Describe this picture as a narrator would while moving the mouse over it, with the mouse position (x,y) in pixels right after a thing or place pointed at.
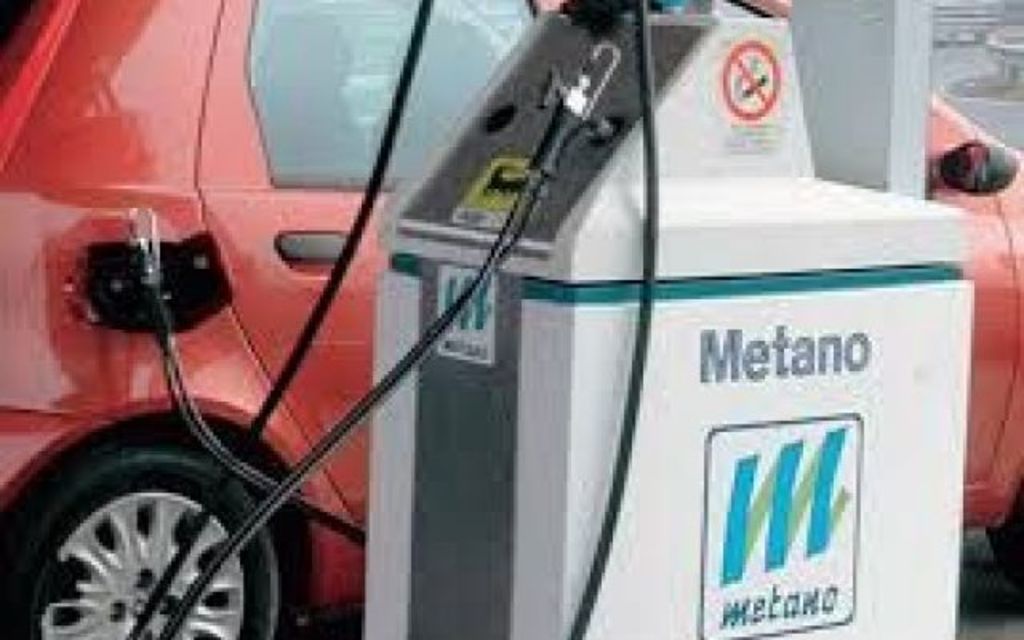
In this image there is a petrol pumping machine (589,28) and a red color car (5,39).
